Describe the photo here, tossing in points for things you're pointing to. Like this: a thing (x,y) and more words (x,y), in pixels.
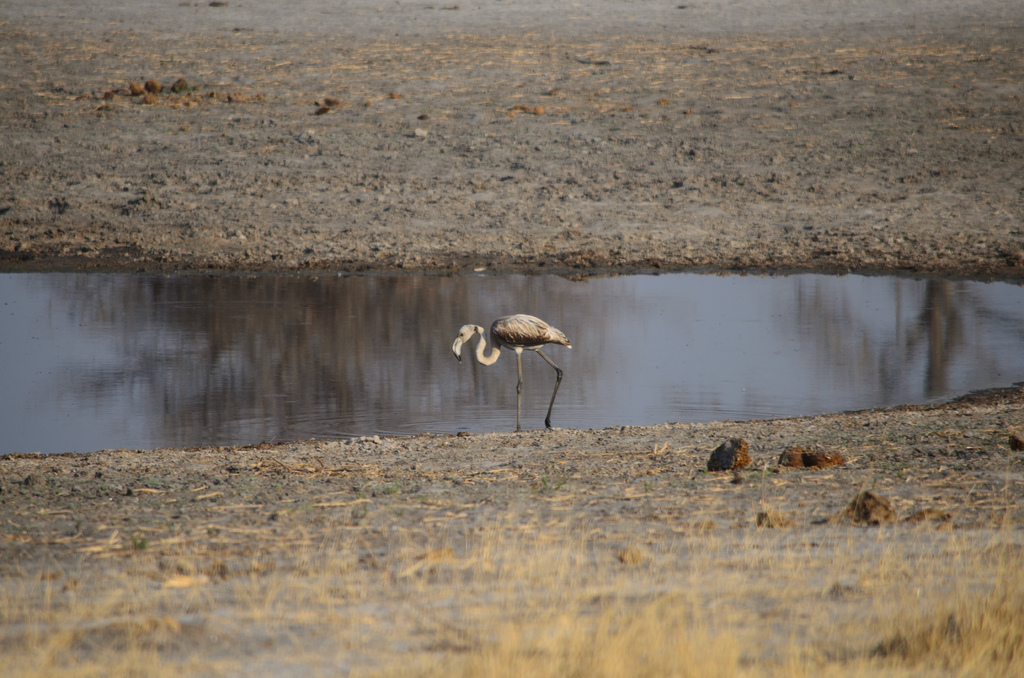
In this image there is a flamingo (511,341) walking in the water (491,377). Behind it there is water (264,295). On the ground (634,517) there are stones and grass (463,595).
